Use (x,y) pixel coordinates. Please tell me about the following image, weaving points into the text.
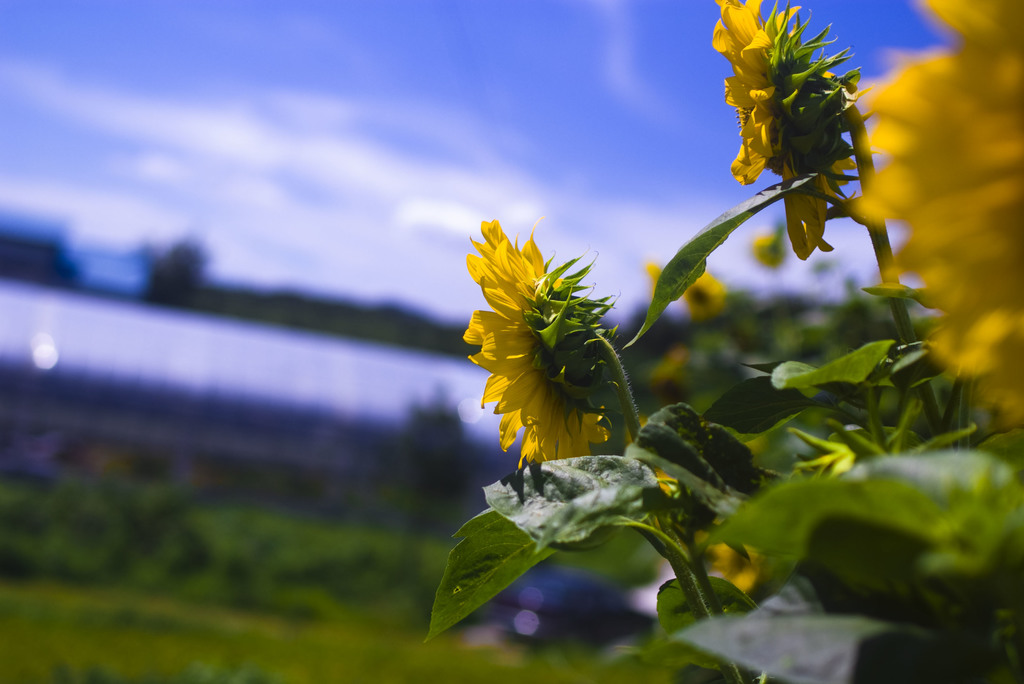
On the right side of the picture (1019,596) we can see sunflower plants (800,189). In this picture can see flowers (1013,236), stems (867,162) and leaves (987,637). Background (23,118) portion of the picture is blurred and the sky (78,3) is visible.
